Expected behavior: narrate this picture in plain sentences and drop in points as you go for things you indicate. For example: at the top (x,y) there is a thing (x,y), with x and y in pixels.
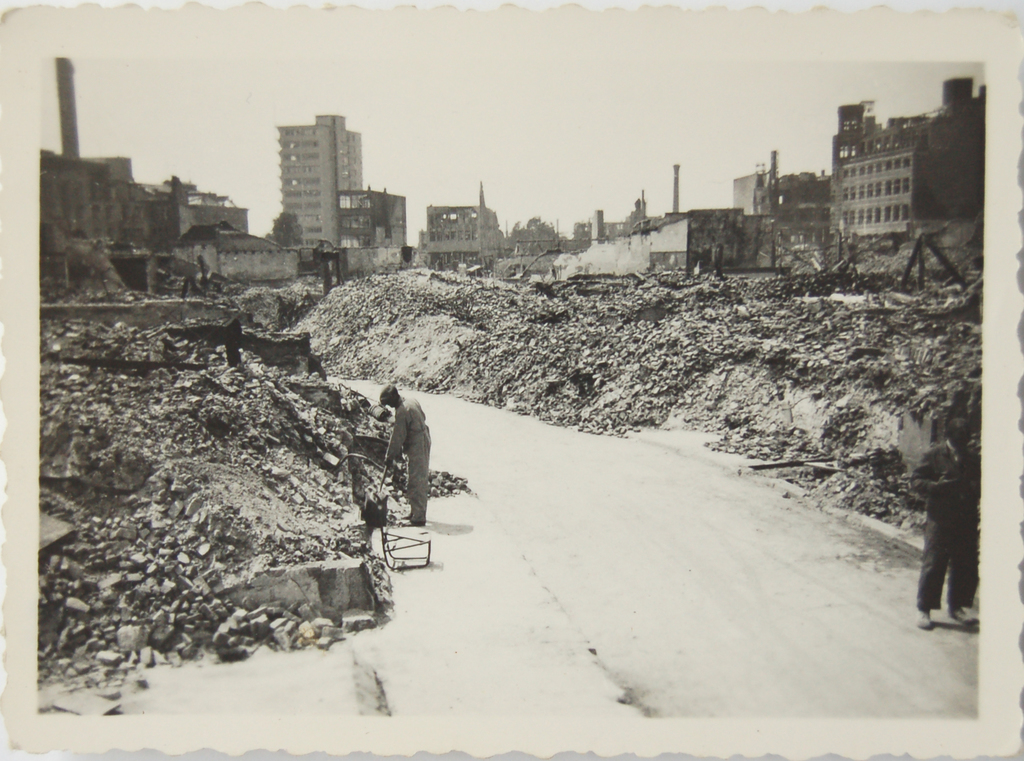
This is a black and white picture. In the photo we can see collapsed buildings (382,252), a person (411,436) standing on the ground (403,582) by holding a rod (384,501) in his hands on the left side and a man (968,497) is standing on the right side (949,522). In the background (375,269) there are trees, buildings (195,192), windows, poles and sky (498,216).
